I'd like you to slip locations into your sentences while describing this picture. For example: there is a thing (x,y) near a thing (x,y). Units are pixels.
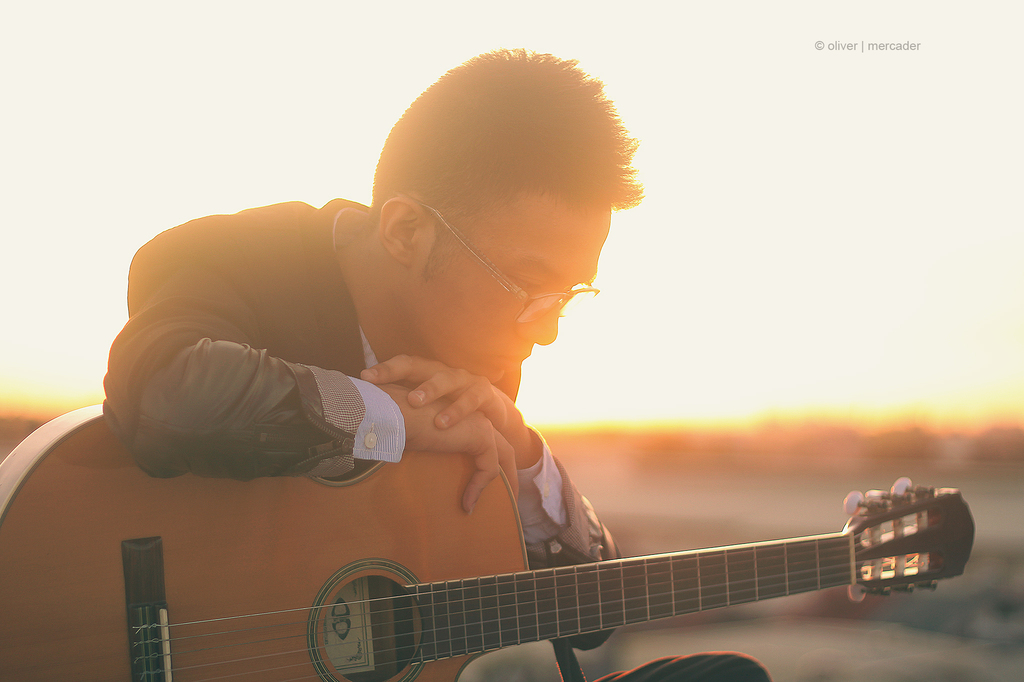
As we can see in the image there is a sky (848,210) and a man (357,424) holding guitar (359,594).
